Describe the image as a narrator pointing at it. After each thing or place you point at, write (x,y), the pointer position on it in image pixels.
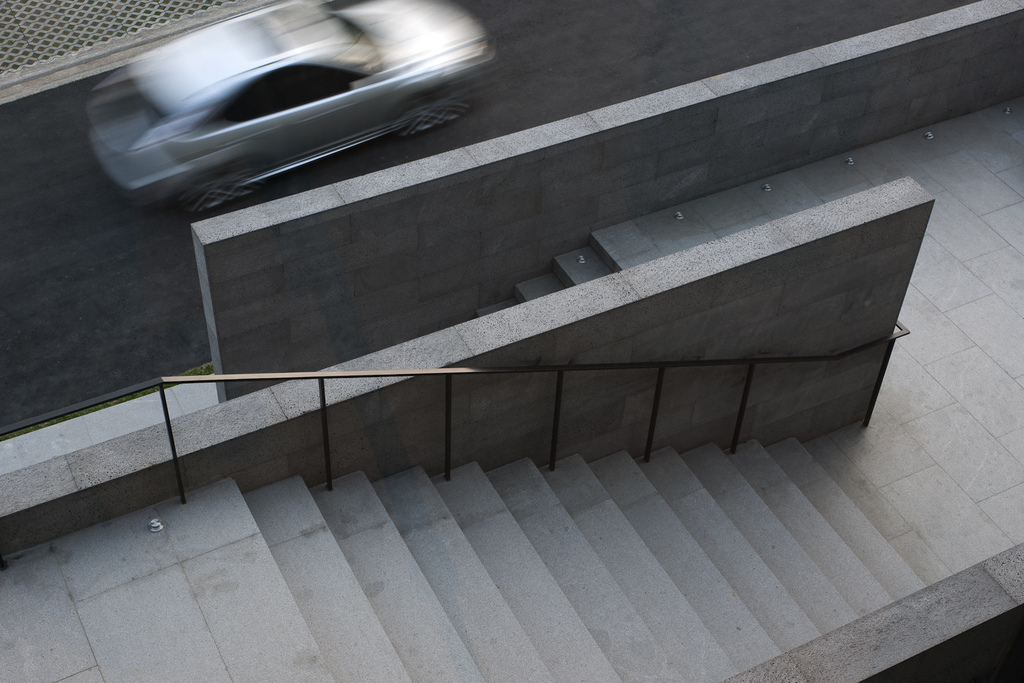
In this picture we can see a vehicle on the road (30,220), beside this road (85,224) we can see a wall (358,313), railing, steps (820,548).
